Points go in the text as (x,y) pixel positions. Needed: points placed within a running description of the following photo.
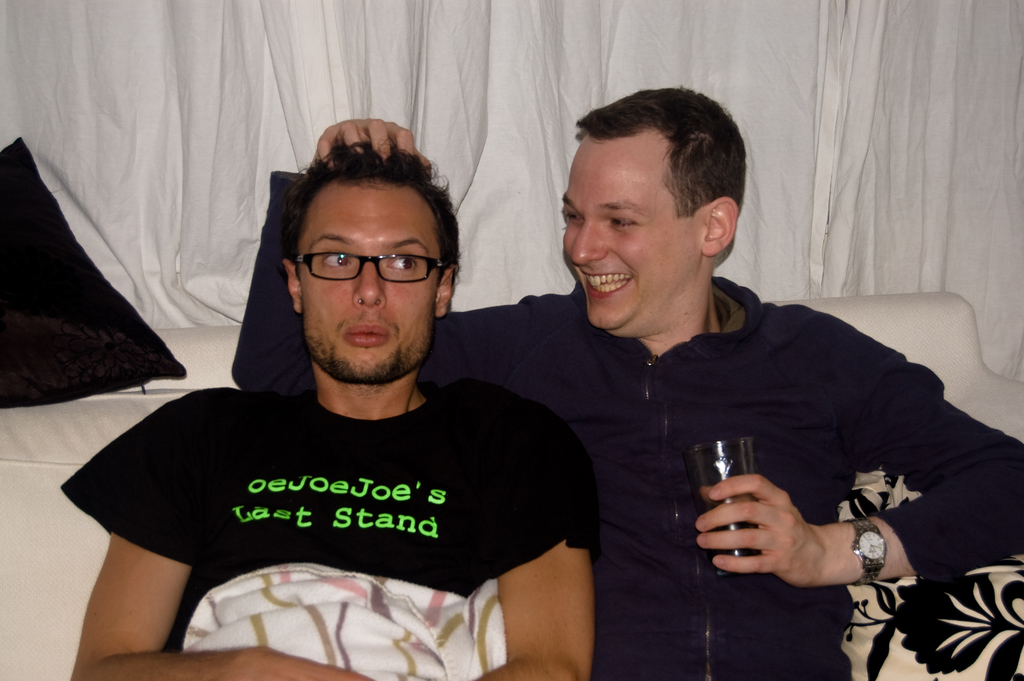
In this image there are two persons (379,474). One person (445,280) is wearing glasses (420,274) and the other (815,368) is smiling and holding the glass (749,549) and these persons (399,547) are sitting. In the background (389,67) we can see white curtains (557,69).
